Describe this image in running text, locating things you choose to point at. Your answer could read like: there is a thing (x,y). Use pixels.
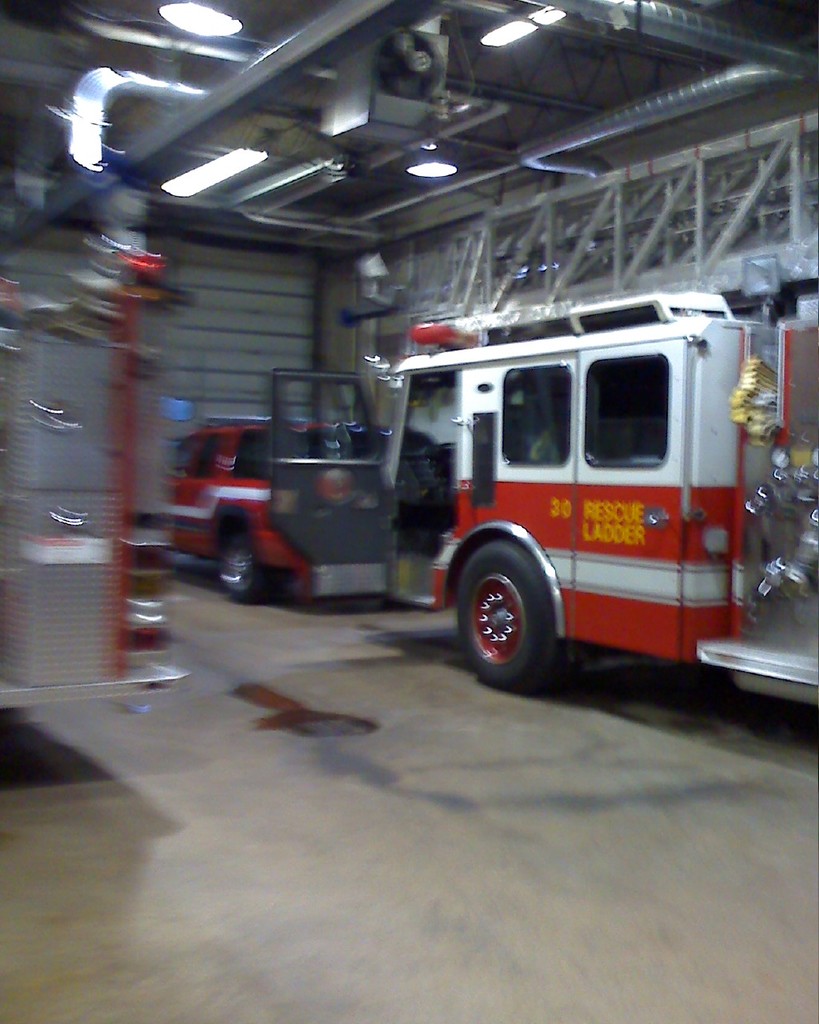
In the center of the image (370,416) we can see vehicles (508,454) are present. At the top of the image (427,138) we can see roof (290,82), lights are there. At the bottom of the image (307,908) a floor (432,867) is there.
